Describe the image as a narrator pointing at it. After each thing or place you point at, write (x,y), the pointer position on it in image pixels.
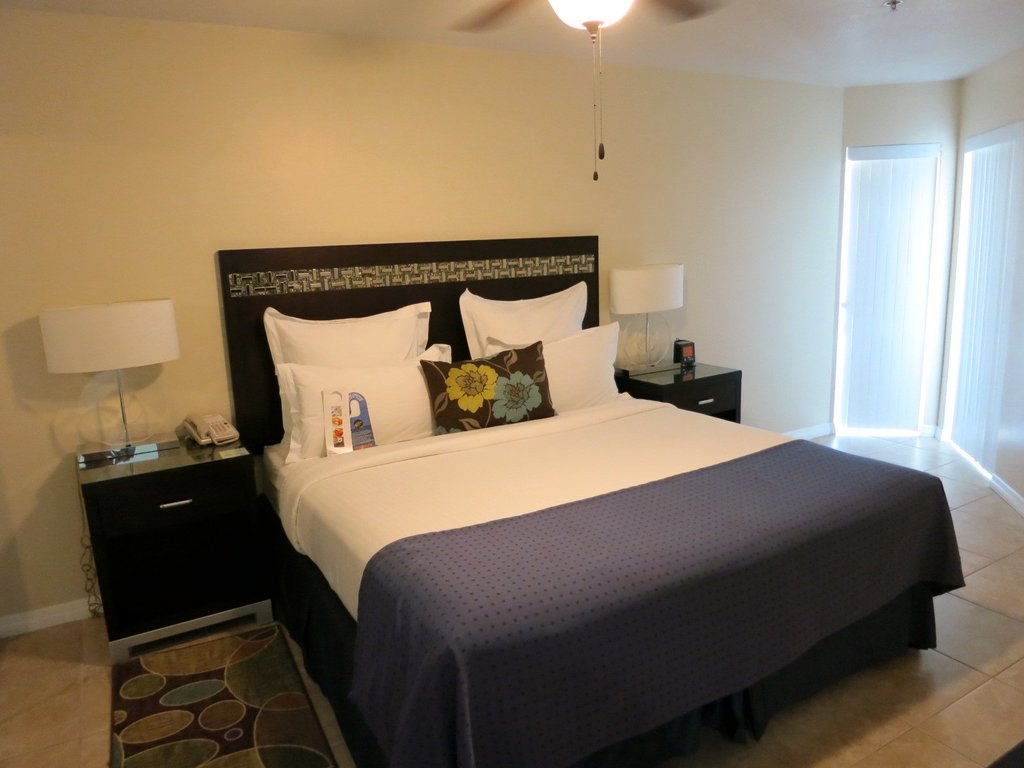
In this image we can see pillows (399,428), bed sheets (387,475) on the bed (322,641) on the floor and there are lamps (98,363), telephone (211,435) and objects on the tables (221,499) beside the bed (444,522). We can see wall (273,222), doors (841,330) and light (571,5) on the ceiling (510,35).
